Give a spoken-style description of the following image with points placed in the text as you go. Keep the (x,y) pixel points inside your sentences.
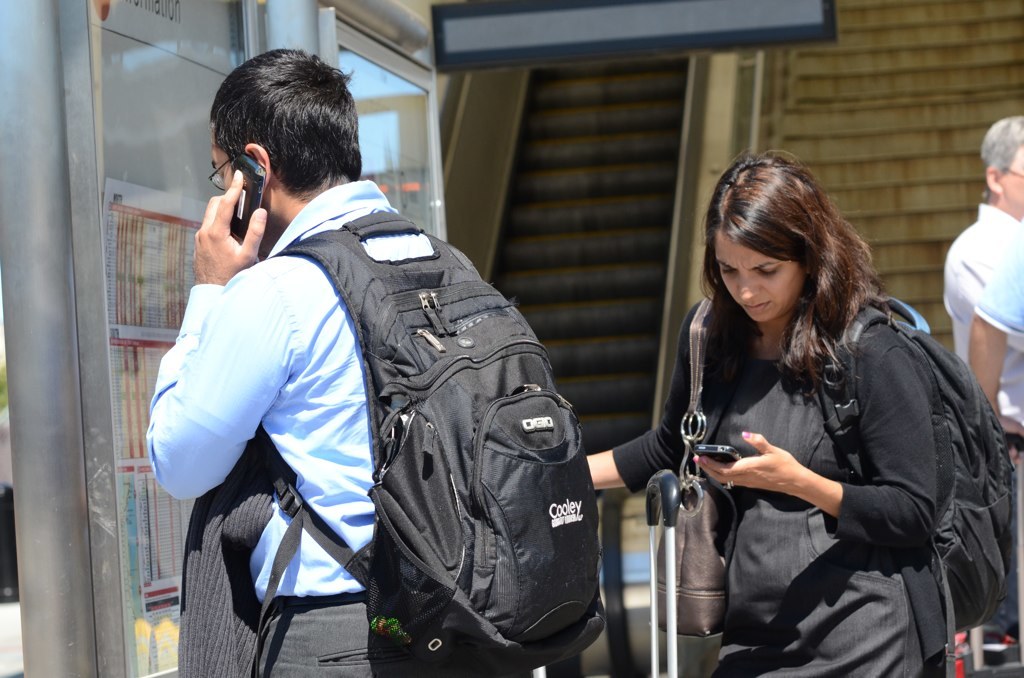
This picture shows a man (294,305) holding a mobile phone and also carrying a backpack (409,425) and a women (735,467) also holding a mobile phone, she is carrying a carry bag (711,533). In the background (642,401) we can see an escalator (601,202) and a brick wall (870,89), behind woman (814,445) there is one more person (998,254).
